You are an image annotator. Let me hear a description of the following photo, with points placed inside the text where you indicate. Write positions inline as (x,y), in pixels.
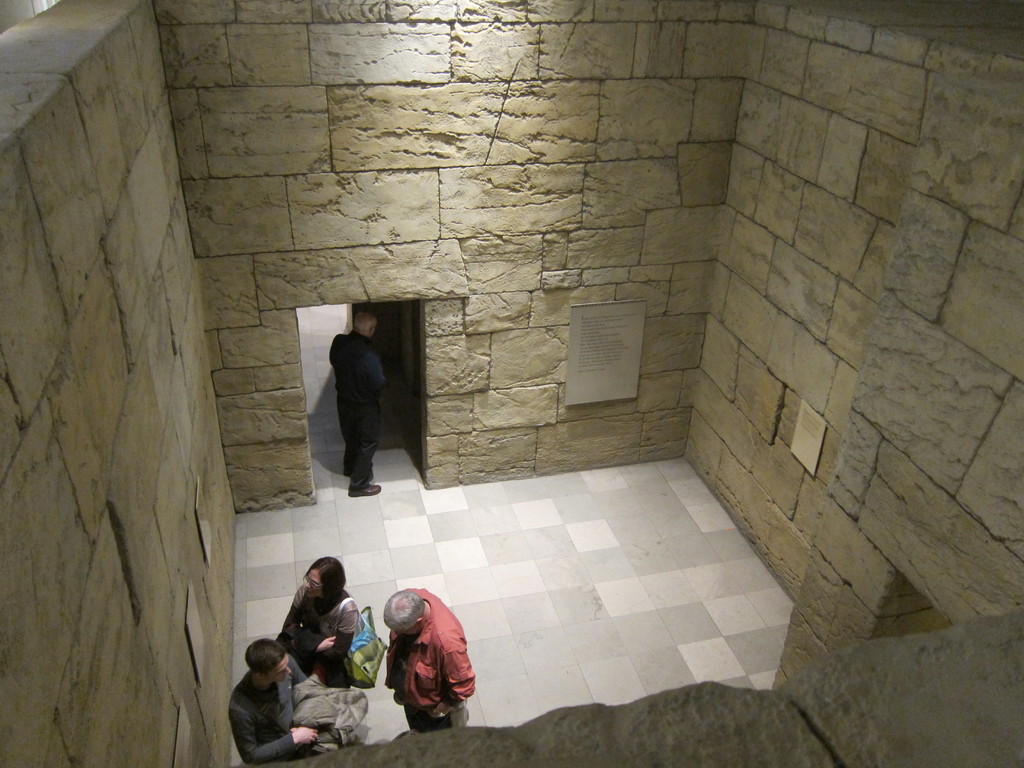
In this picture I can see four persons (370,346) standing, there are boards (607,363) on the walls (462,382).
